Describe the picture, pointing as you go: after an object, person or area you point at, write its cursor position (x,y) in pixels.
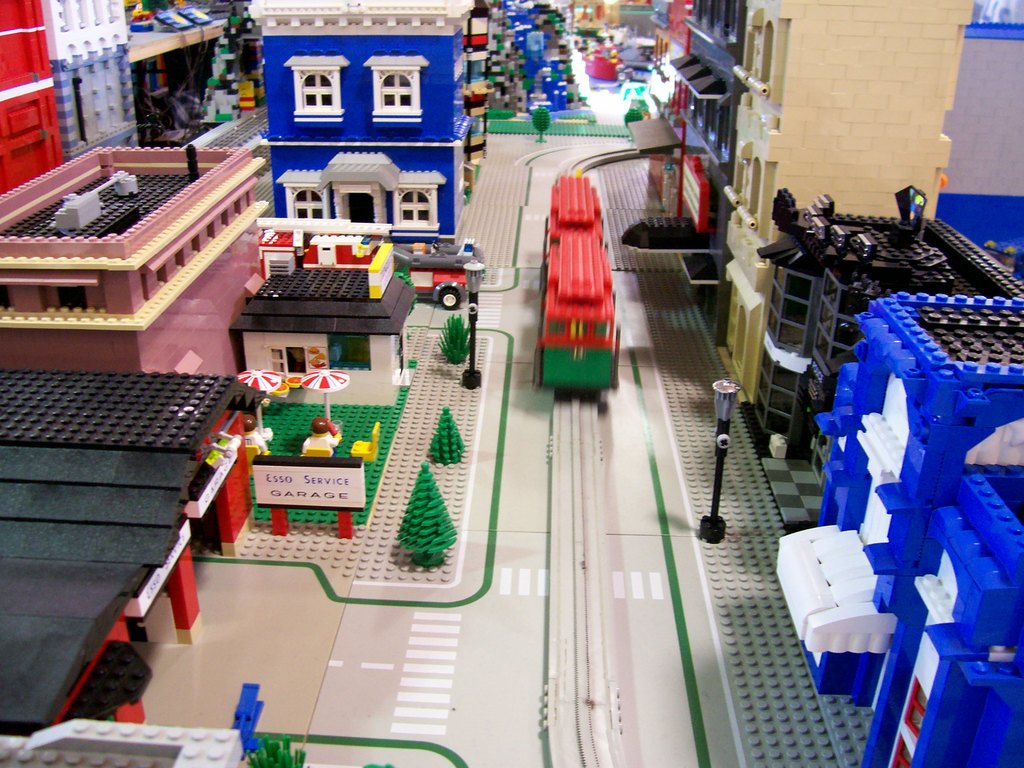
In this image I can see the miniature (529,295) of few buildings (19,233), trees (428,503) and few vehicles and they are in multi color and they are made with lego (470,386).
